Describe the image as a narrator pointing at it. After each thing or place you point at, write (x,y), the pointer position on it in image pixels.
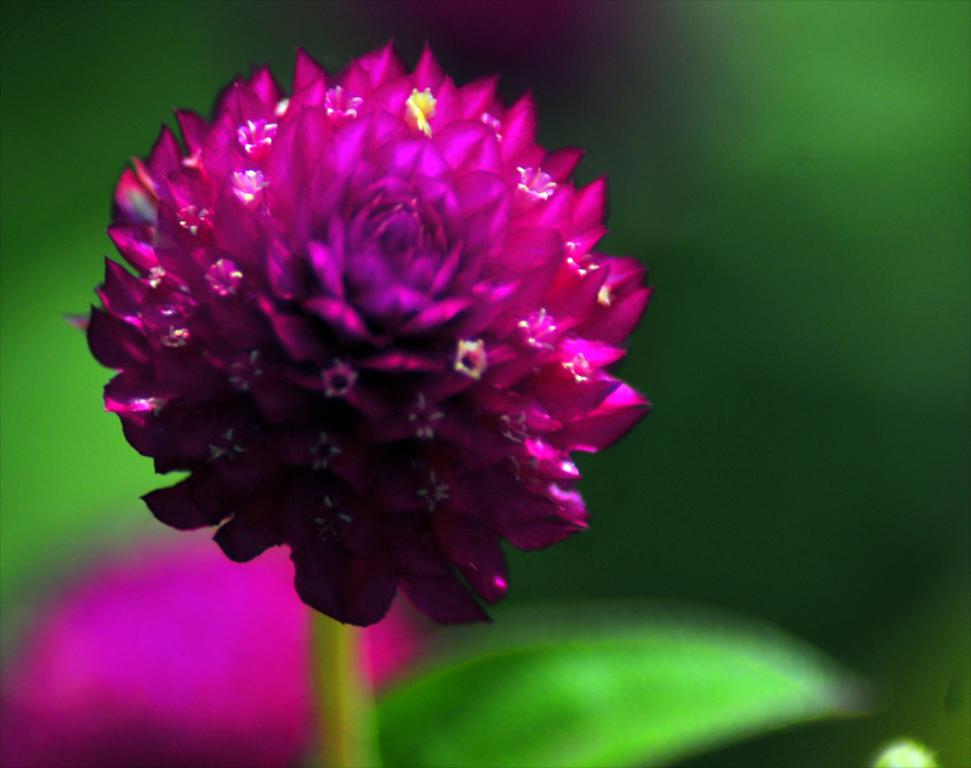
Background (928,39) portion of the picture is blur. We can see stem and leaf (512,733). In this picture we can see a flower (347,570).
